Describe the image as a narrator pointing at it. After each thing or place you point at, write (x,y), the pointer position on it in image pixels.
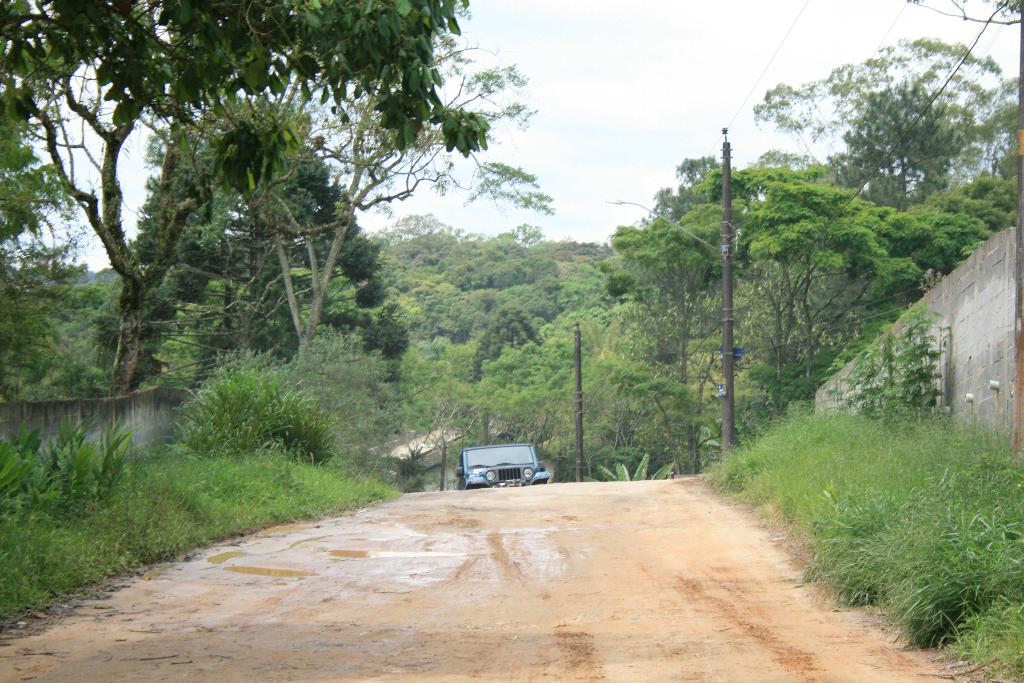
In this image we can see two walls (90,416), one object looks like a house (419,432) in the background (430,455), one path (531,511), two objects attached to the wall (976,399) on the right side of the image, some objects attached to the pole (726,384), three poles (723,446), few wires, some wetland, one vehicle (525,469) in the middle of the image (491,451), some trees (571,355) in the background (752,232), it looks like some dried leaves (64,608) on the ground (118,577) on the left side of the image (196,543), some plants (753,407), bushes (424,477) and grass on the ground (546,527). At the top (729,102) there is the sky (500,222).
